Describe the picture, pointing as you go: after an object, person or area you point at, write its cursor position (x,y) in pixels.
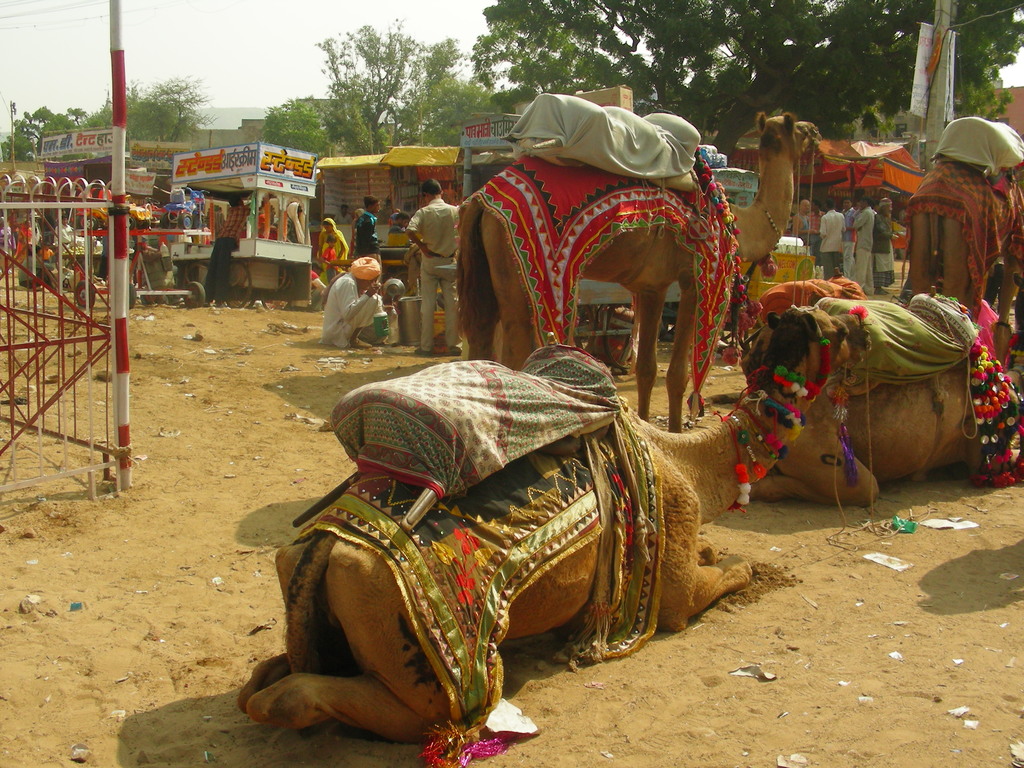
In the center of the image (460,390) there are camels (379,621). In the background of the image (372,195) there are stalls (299,252). There are trees (342,95). To the left side of the image (122,214) there is a pole (121,409) and metal grills (107,339). At the bottom of the image (660,690) there is sand (793,686).
